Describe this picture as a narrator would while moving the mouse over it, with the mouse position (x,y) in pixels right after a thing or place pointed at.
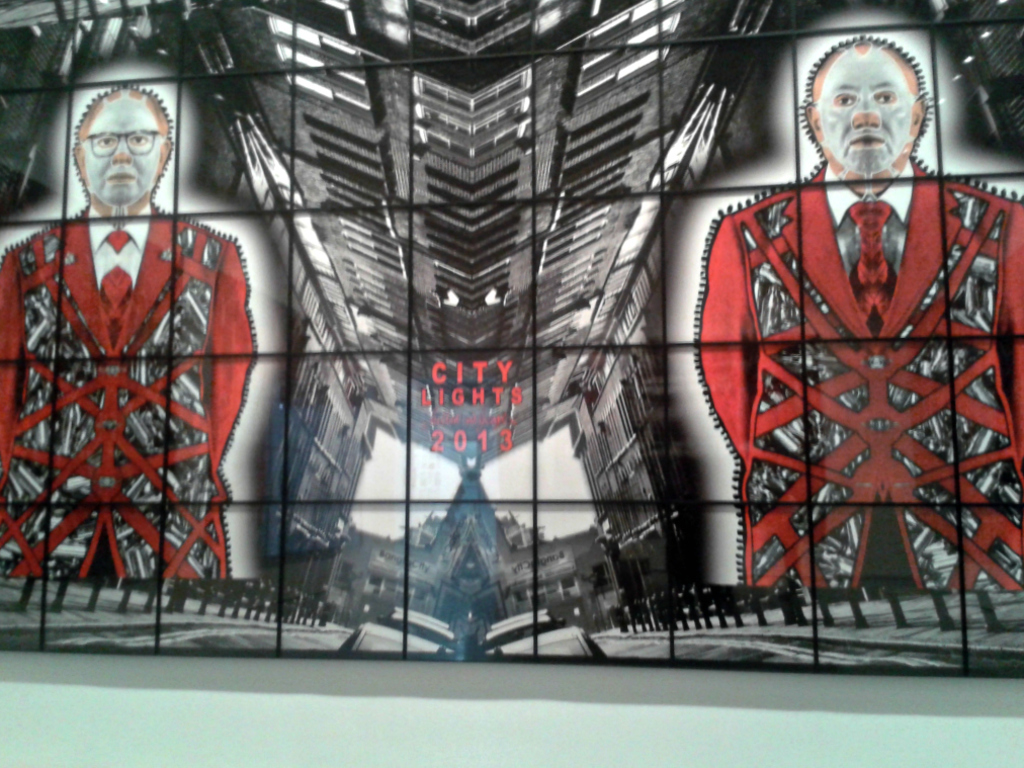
In the picture we can see a glass wall (492,353) on it we can see a image of some animation pictures (924,277) and on it written as city lights 2013.
